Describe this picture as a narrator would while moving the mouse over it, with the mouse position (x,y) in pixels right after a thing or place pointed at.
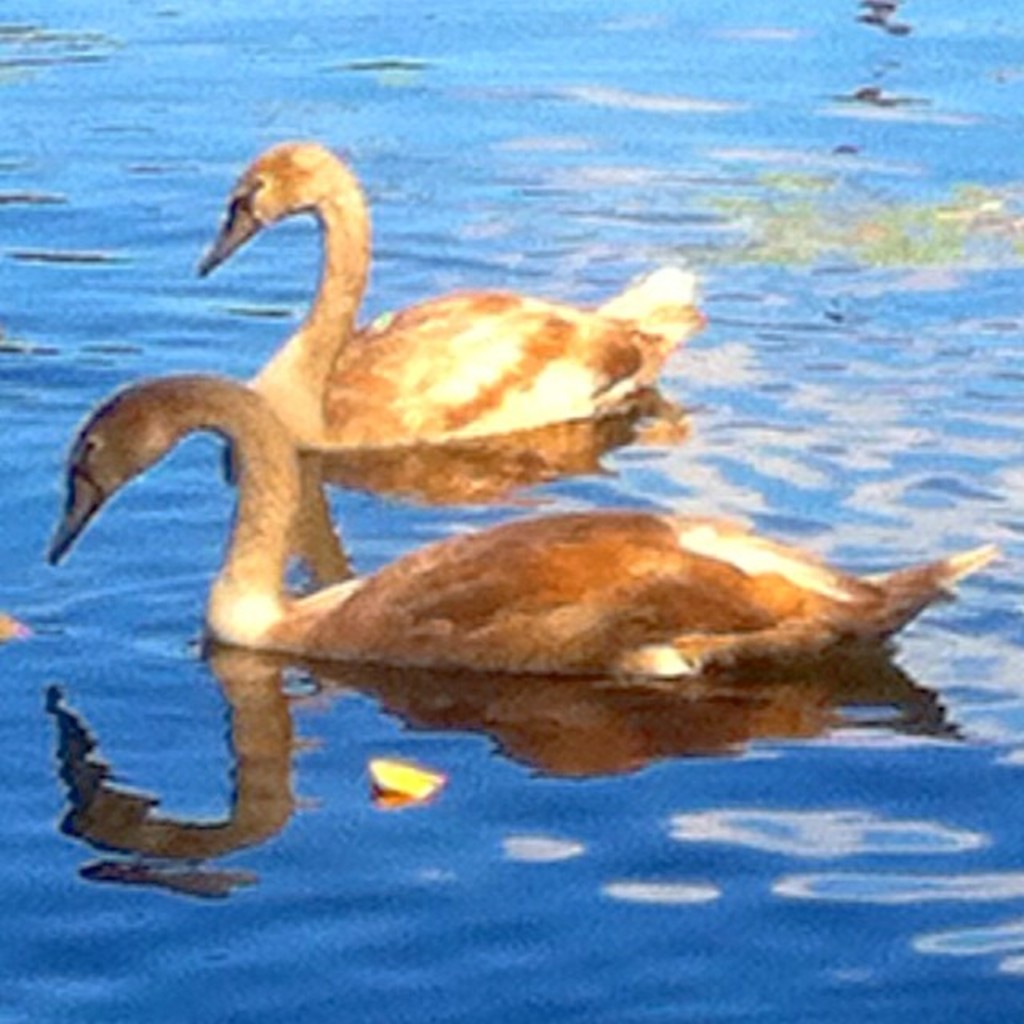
In this image I can see two birds (339,605) in the water (568,804) and the birds (568,583) are in brown and cream color and the water (408,826) is in blue color.
